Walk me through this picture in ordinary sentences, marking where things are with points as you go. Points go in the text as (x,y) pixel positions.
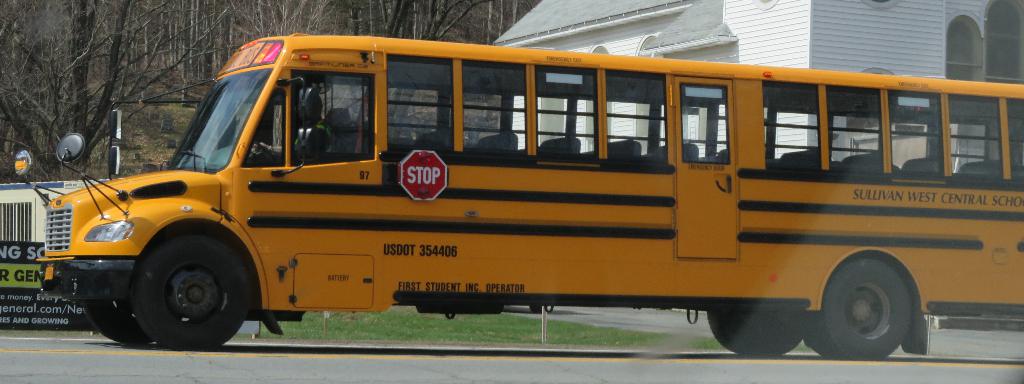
Here I can see a vehicle (113,246) on the road (472,361). It is facing towards the left side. In the background (715,58) there is a building (673,42) and many trees (89,38). On the left side (21,288) there is a board (18,268) on which I can see some text (10,277).
